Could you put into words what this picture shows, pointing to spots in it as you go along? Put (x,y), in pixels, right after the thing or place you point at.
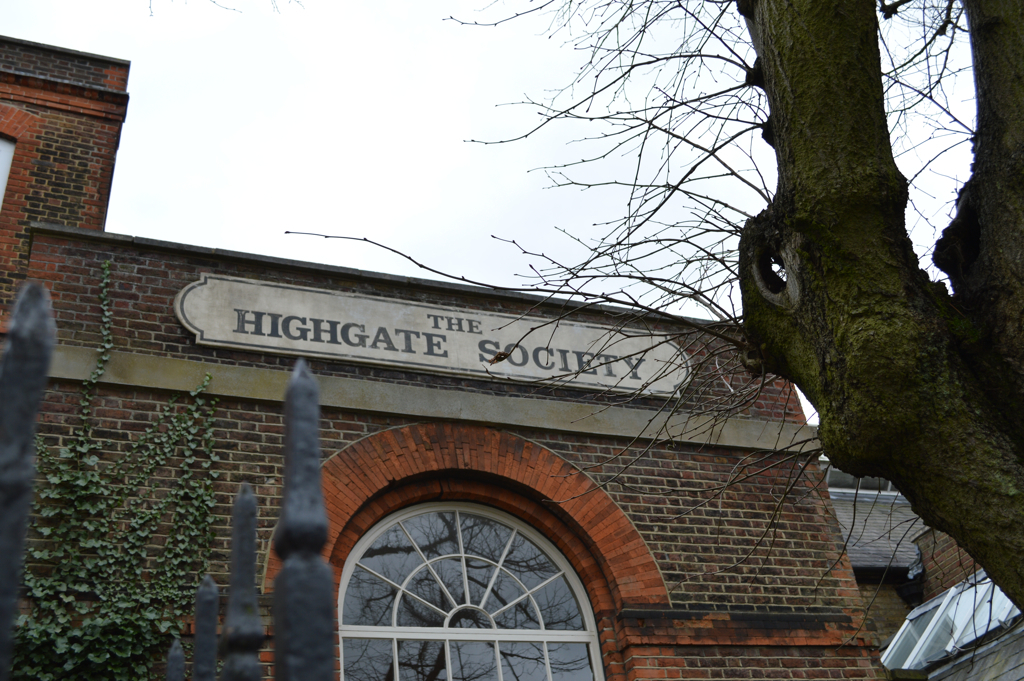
In this image, we can see walls (647,615), glass objects (482,605), plants (113,584), tree (993,427) and rods (282,608). In the middle of the image (521,368), we can see a board (363,359) with text (431,338) on the wall (738,418). At the top of the image (436,95), we can see the sky (413,156).
